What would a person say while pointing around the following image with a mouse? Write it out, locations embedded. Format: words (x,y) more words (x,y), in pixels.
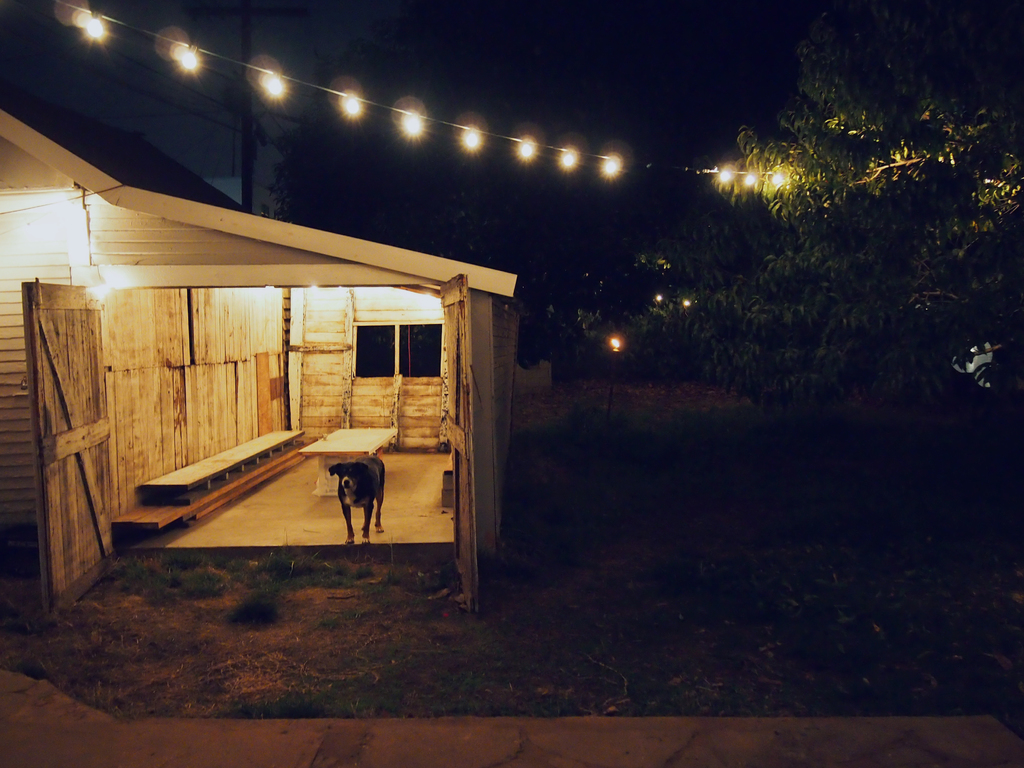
In the image there is a dog (358,484) standing in a wooden room (238,304), behind the dog (345,473) there are two windows (364,377), a table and a bench (224,484) and on the right side (775,267) there are trees (799,217).
